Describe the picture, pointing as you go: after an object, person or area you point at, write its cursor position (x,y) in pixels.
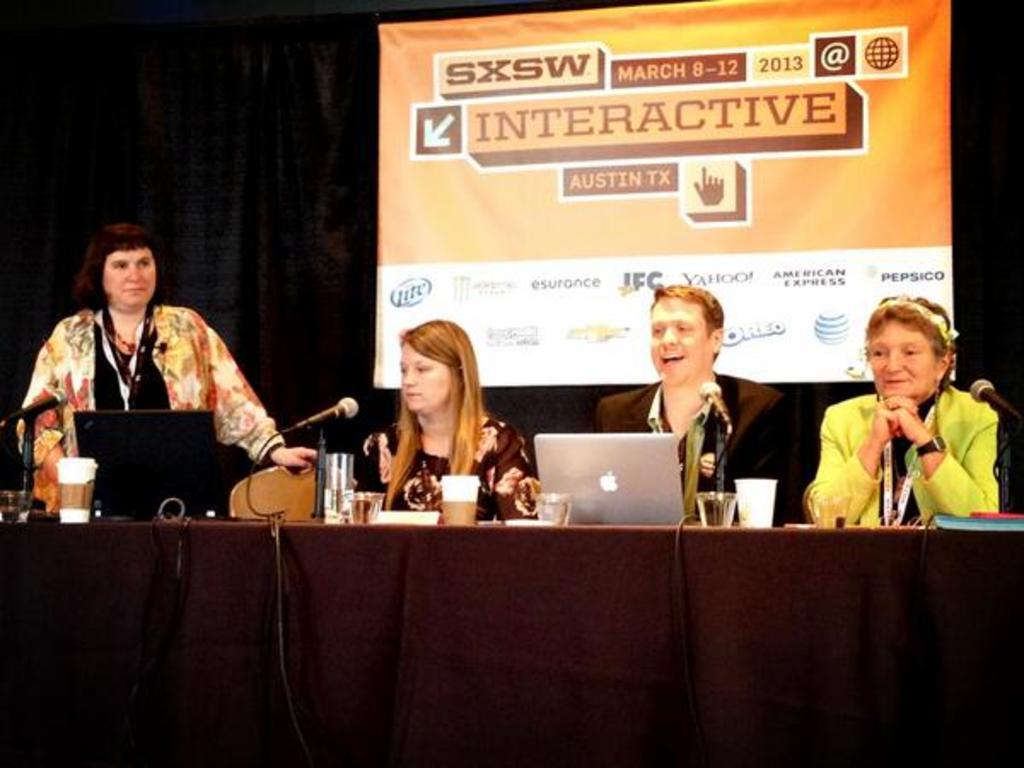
In this picture we can see three persons (611,415) sitting in front of a table (584,551), there are laptops (618,484), glasses (566,496), microphones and a cloth (690,618) present on the table (539,557), on the left side (133,383) there is a woman (110,361) standing, in the background (676,239) we can see a banner (674,152).
